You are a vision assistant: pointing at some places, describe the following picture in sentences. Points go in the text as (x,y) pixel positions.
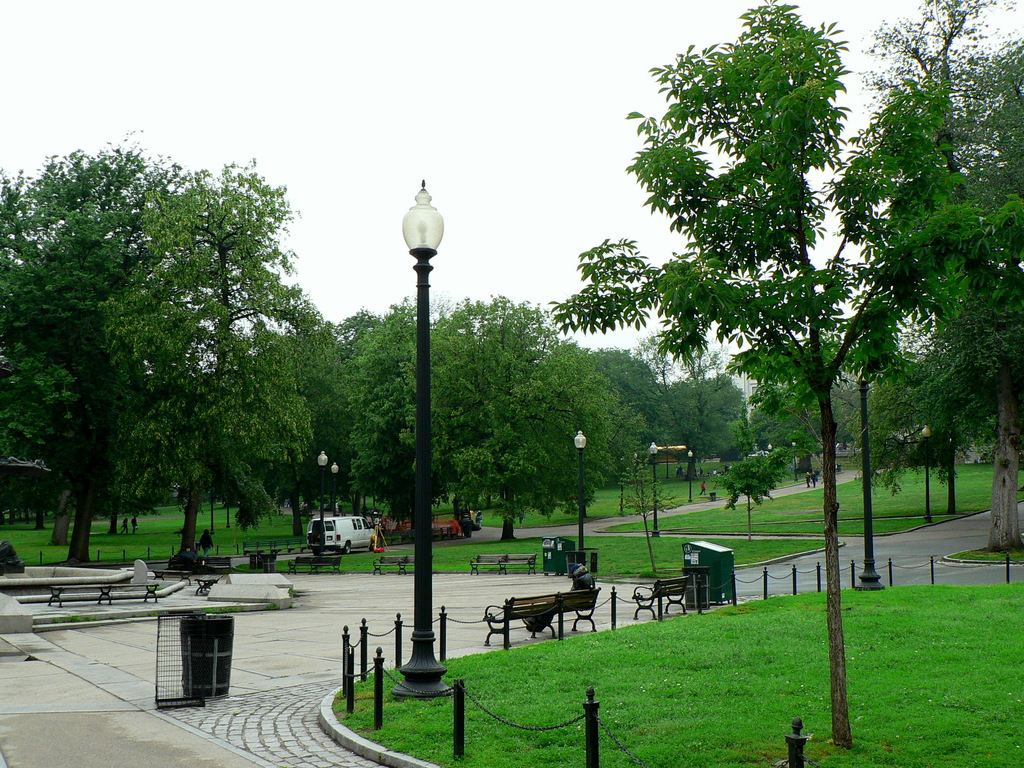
This image is taken in a park (325,678), there is pavement (327,651), benches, beside the pavement (436,597) there is grass (727,676), trees (836,651) and lamp post (412,667). There is a van (325,537) parked on the pavement (314,667) and there are people (126,524) walking on the pavement (847,477).
